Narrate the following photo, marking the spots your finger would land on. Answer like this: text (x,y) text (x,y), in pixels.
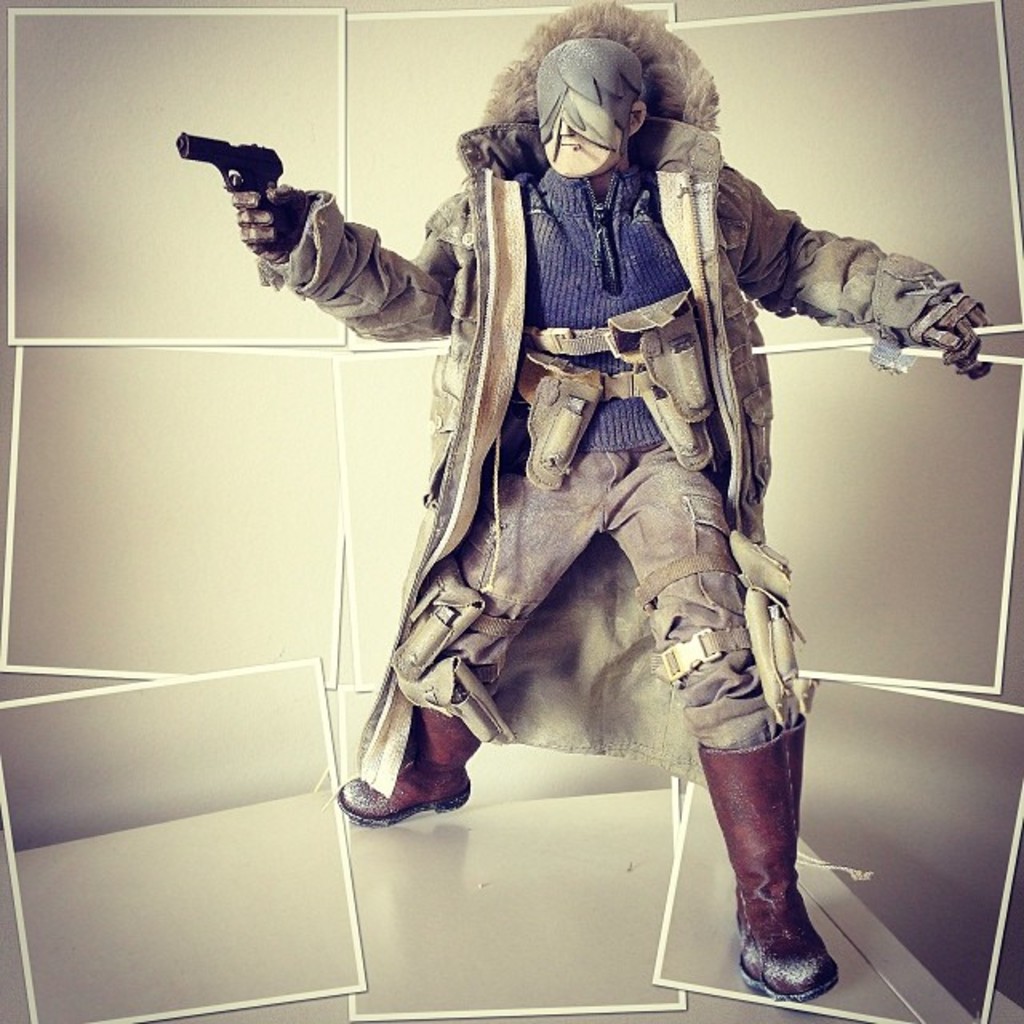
In this picture we can see a man (503,379) and he is holding a gun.
